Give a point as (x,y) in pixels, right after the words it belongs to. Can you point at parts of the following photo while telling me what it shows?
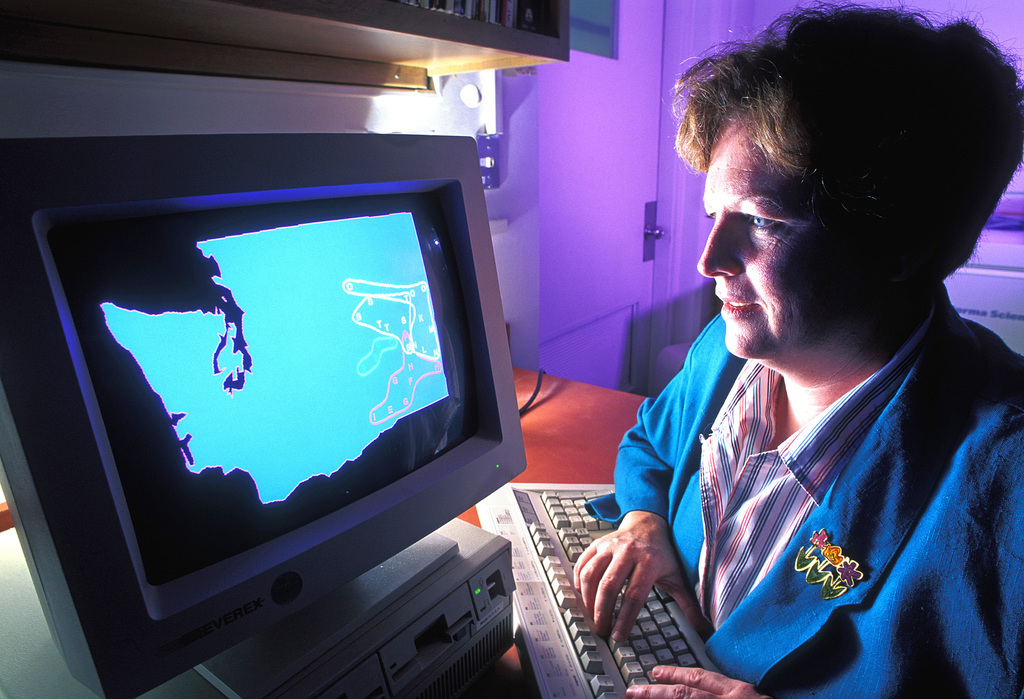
In this image we can see a person (745,527). In front of the person (739,474), we can see the monitor (291,518) and keyboard (645,646). In the background (554,144), we can see a door (554,144) and the wall (282,119). It seems like a rack (515,32) at the top of the image (456,33).
